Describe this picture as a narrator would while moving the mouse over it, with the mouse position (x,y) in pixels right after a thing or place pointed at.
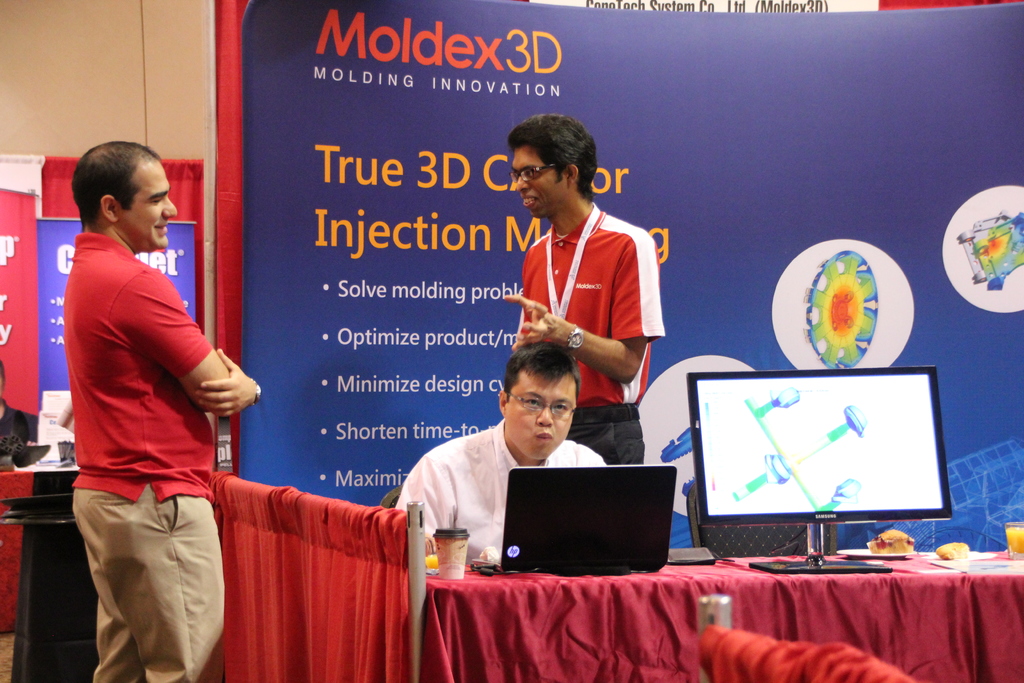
In this image we can see two people (211,377) standing in the opposite direction. On the right side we can see a person (481,507) sitting in a chair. A laptop (591,520), a monitor screen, a cup (452,545), a plate (850,555), a glass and a cloth (790,590) on the table (641,611). To the left side (282,559) we can see a curtain (340,543) to a rope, board (279,209) and a wall (195,149).
